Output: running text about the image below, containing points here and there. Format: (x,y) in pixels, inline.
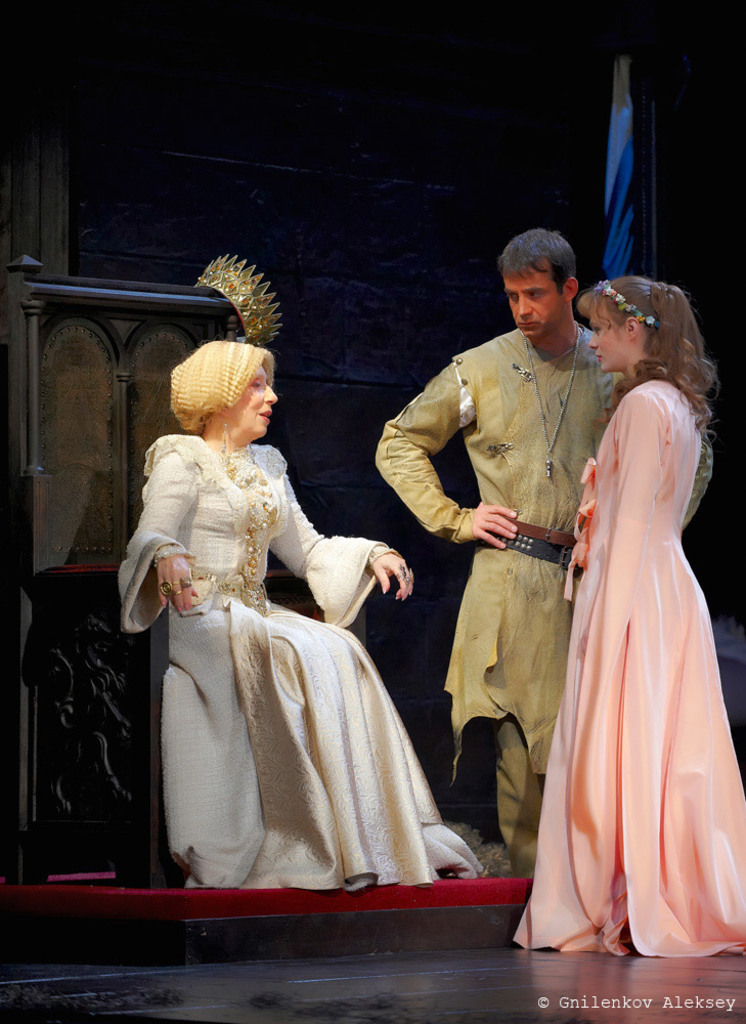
In this picture, we can see a few people (434,447), and we can see the ground (292,966), chair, crown (239,306), and we can see the background (462,89), some object (614,254) on the right side of the picture (621,192), and we can see some water mark (721,998) on the right side of the picture (634,998).
